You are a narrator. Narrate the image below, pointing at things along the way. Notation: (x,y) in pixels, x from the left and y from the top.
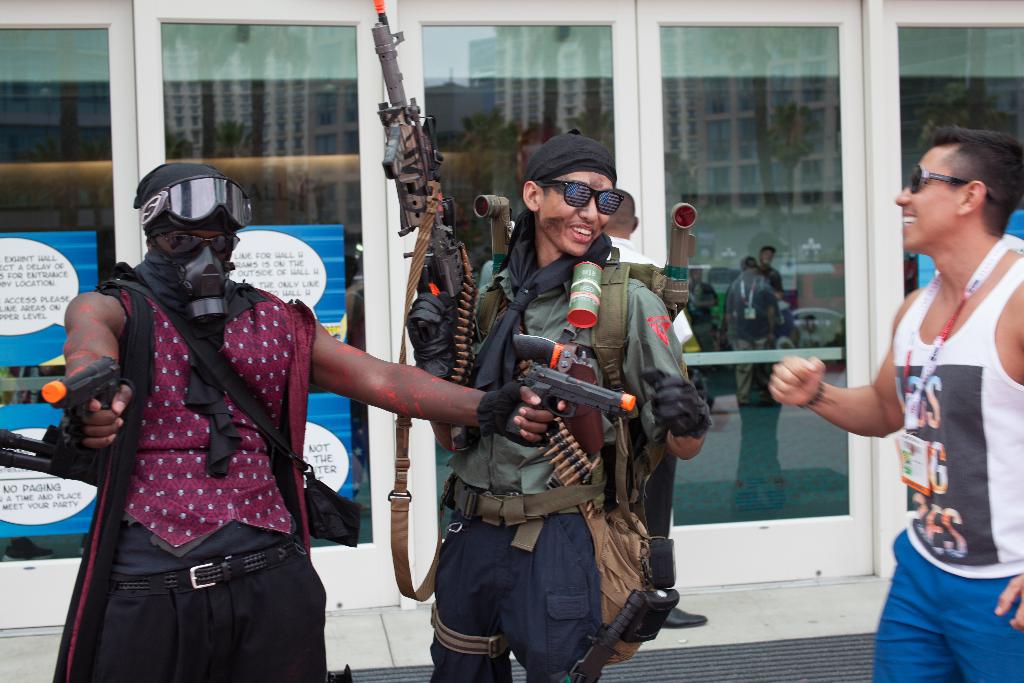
Three people (448,556) standing and three (520,271) are wearing spectacles (228,240) and two people (572,300) holding the guns (464,282) and the other guy (885,409) is wearing the id card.
